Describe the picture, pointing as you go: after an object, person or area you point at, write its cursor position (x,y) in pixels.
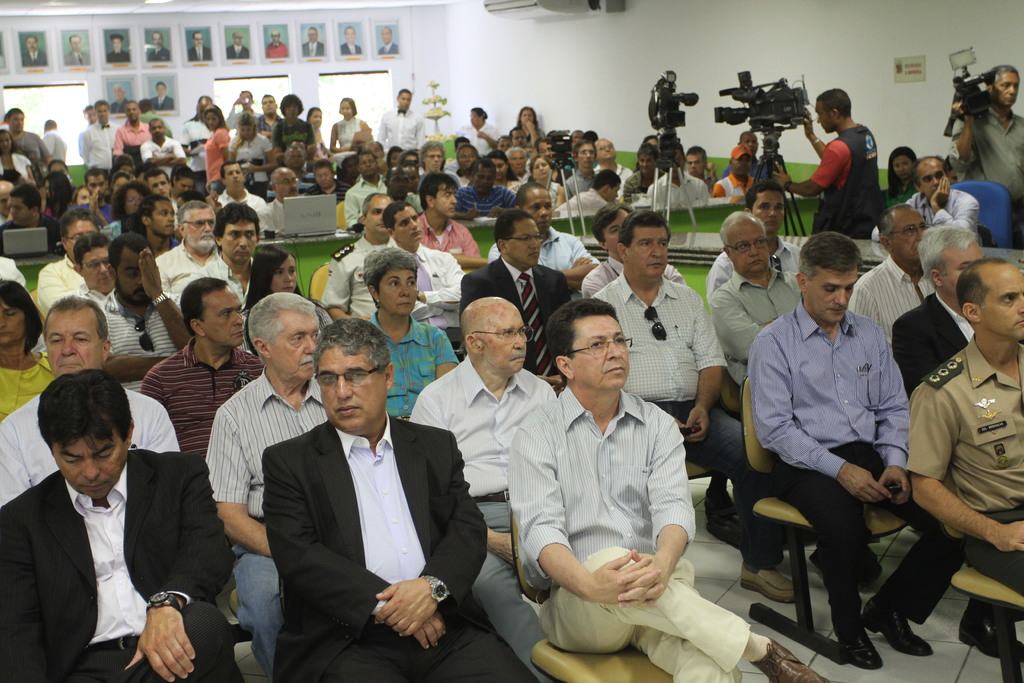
In this image there is a group of people (175,305) sitting and a few of them (119,149) are standing behind, there are photos (116,44) of people (151,56) on the wall (534,58), at the right side of the image (1018,171) there are a few cameras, tripods (661,147) and two people (833,195) among them are holding it.
